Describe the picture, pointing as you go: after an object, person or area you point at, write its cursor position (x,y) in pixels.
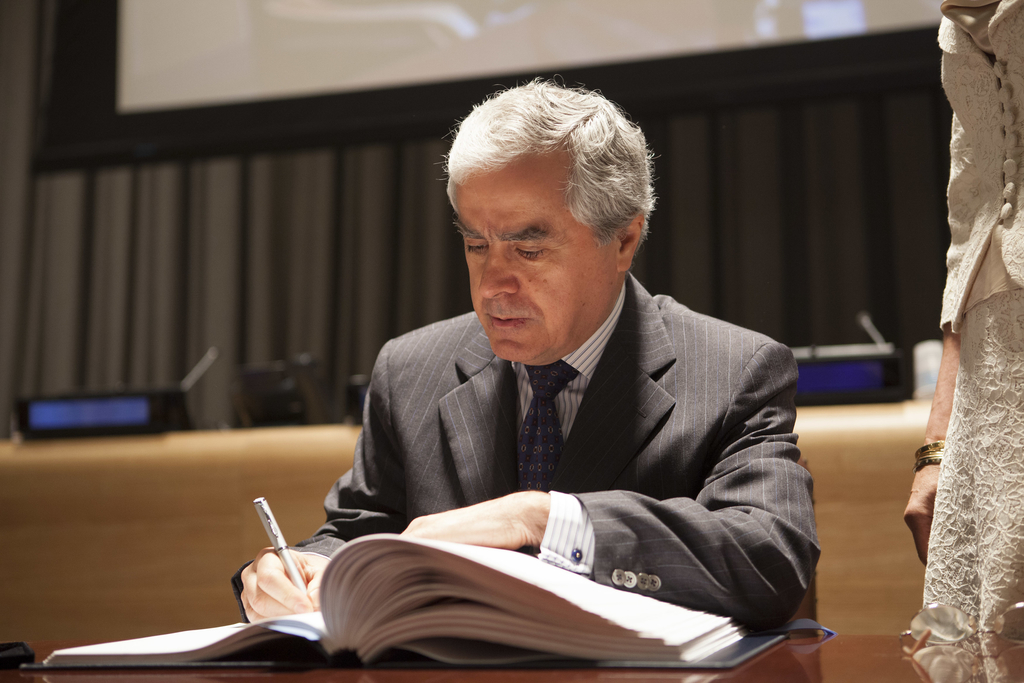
In this image, we can see an old human (551,400) in a suit (674,419) is sitting and holding a pen (275,542). At the bottom (353,614), we can see book (674,664) and few objects (1021,639). On the right side of the image (989,491), we can see a person (966,418). Background (125,411) we can see the blur view. Here we can see few devices (101,411), wooden object (149,511), curtains (861,229) and screen (498,55).
